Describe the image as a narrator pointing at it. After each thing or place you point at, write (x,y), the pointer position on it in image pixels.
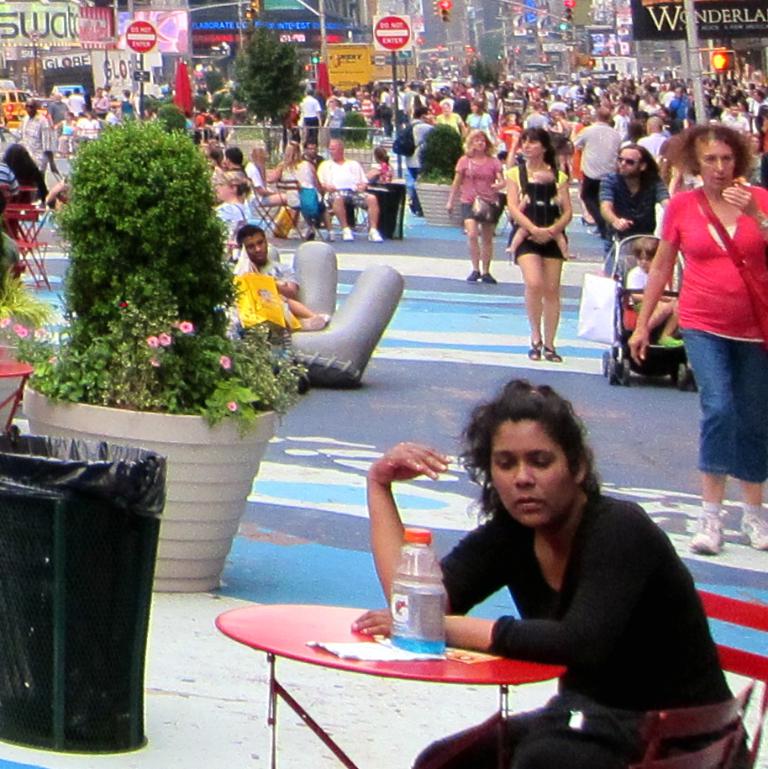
The person (581,606) wearing black dress (576,613) is sitting in front of a red table (456,666) and there are so many people (512,190) behind her.
